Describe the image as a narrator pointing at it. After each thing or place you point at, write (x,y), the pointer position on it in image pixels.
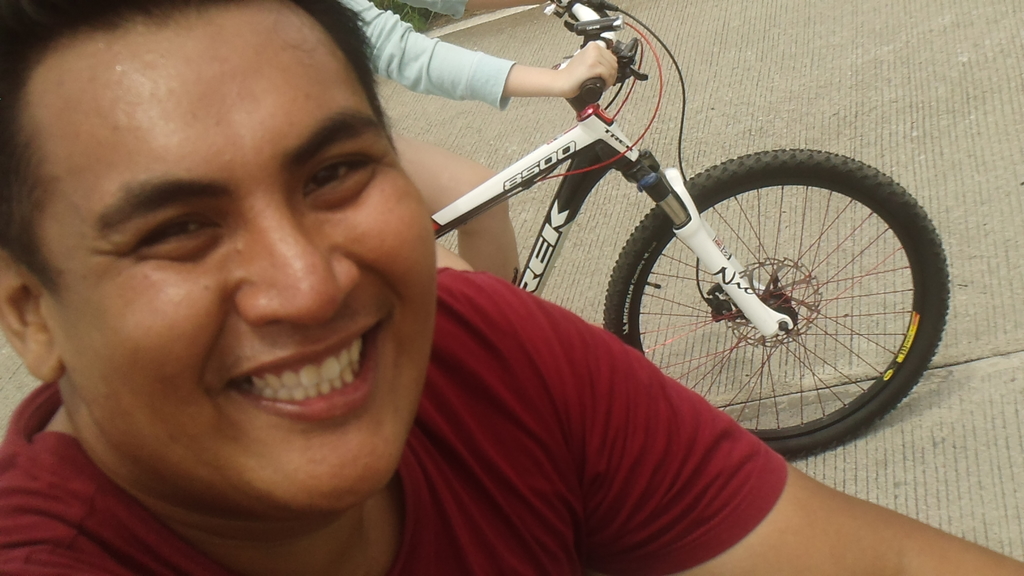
A man (310,148) is smiling, he wore a red color t-shirt (586,485), behind him there is a cycle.
